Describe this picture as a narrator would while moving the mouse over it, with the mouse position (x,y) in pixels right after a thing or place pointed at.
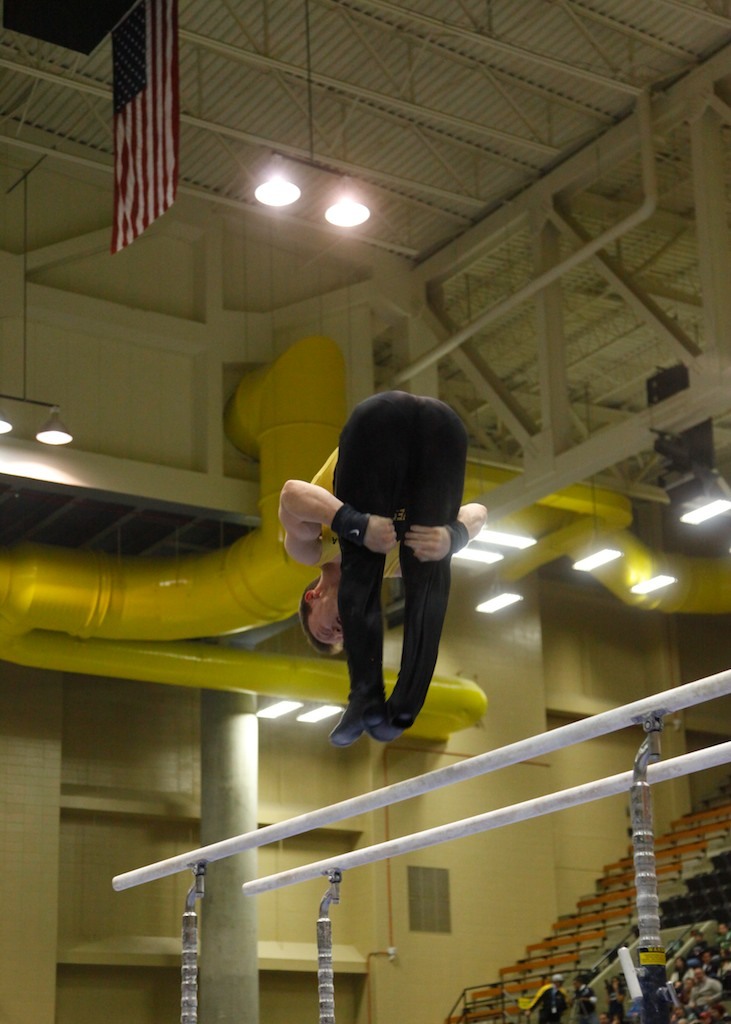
In this picture we can see a person (422,472) is in the air (366,389), poles (514,810), some people (678,971), flag (146,86), roof (424,158), lights (0,428), pipes (304,661), wall (527,700), pillar (239,864) and some objects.
